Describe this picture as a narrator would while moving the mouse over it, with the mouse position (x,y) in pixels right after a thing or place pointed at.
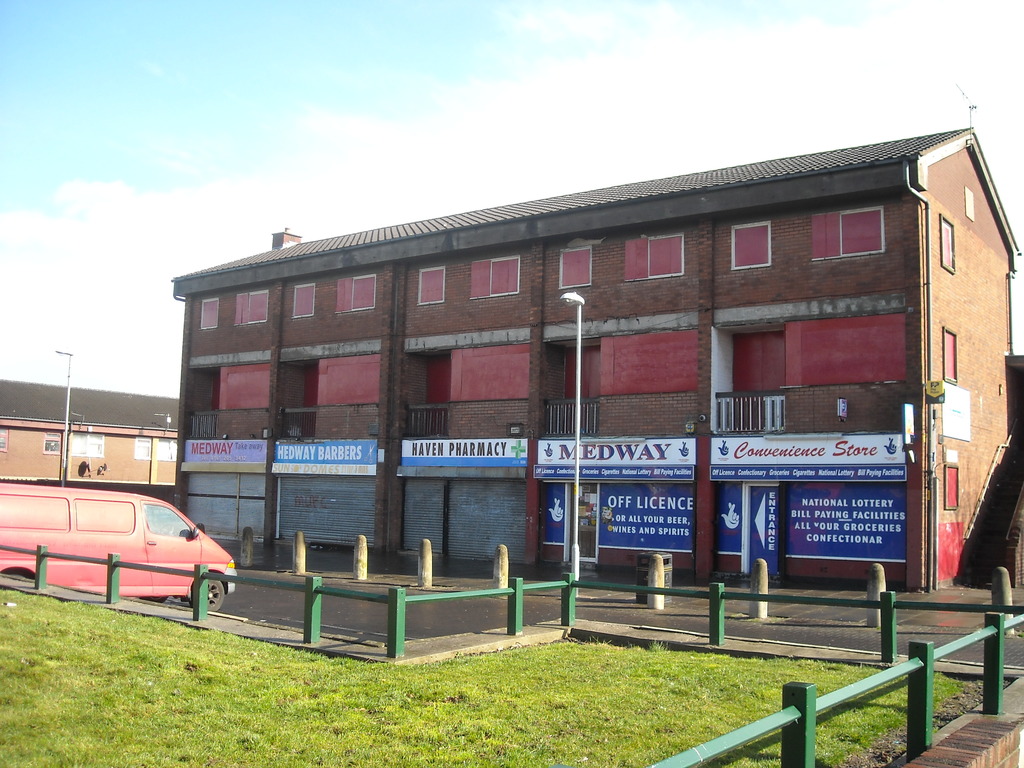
In this image I can see some grass (478,718) on the ground (440,700) and the green colored railing (772,728). I can see the red colored vehicle (146,549) and few buildings (520,343) which are brown, cream and black in color. In the background (177,355) I can see the sky (221,174).
